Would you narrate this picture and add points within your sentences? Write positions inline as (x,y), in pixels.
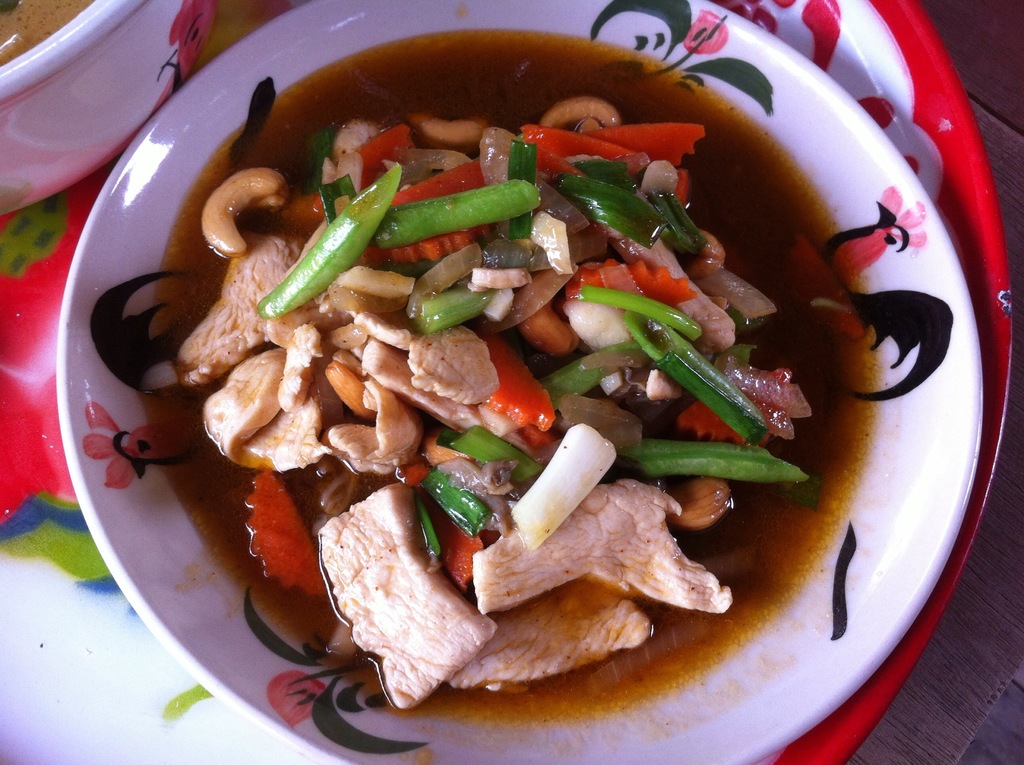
In this picture we can see some eatable item (167,301) placed in a bowl (112,377).
